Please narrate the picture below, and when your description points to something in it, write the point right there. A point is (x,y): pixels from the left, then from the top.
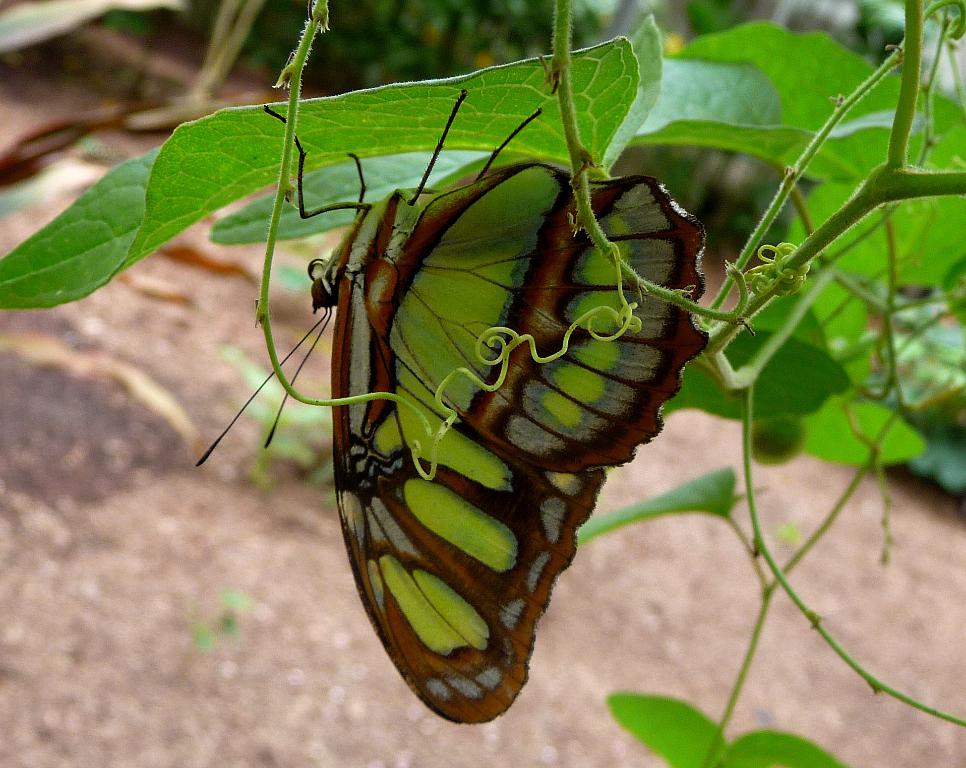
This image consists of a butterfly (502,257) on a leaf (521,104). At the bottom (244,690), there is ground (317,595).
